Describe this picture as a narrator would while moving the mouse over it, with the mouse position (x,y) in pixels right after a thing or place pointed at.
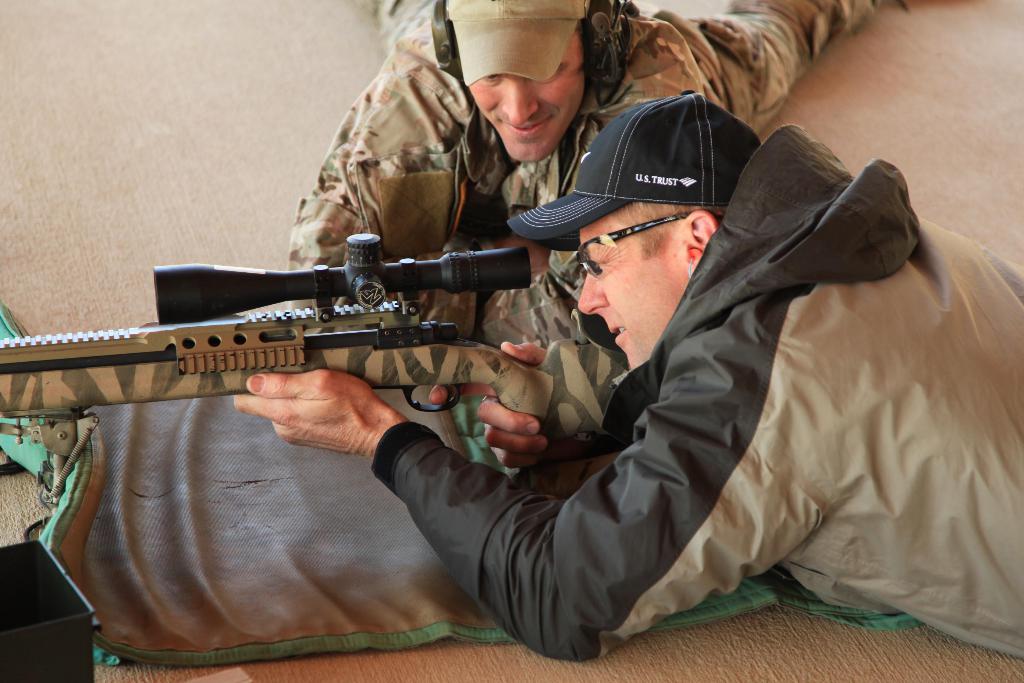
This image consists of two persons (1001,501) lying on the ground (9,263). In the front (688,402), the man (668,334) wearing a black cap (608,189) is holding a gun (42,481). In the background (525,136), the man (488,86) wearing brown cap (557,55) is also wearing a headset (595,61). At the bottom (337,584), there is a mat (381,602) on the floor (662,662).
